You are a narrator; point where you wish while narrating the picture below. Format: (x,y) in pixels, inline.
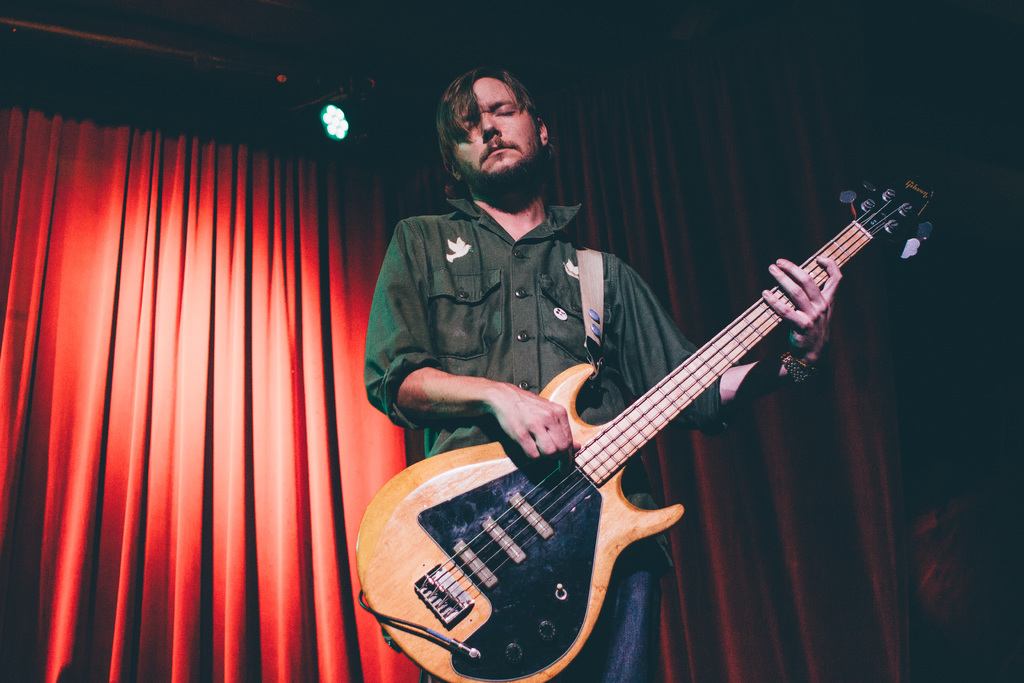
Here in this picture we can see a man (506,298) is playing a guitar (593,437). He is wearing a green shirt (504,318). In the back (272,298) there is red curtain (99,396).
